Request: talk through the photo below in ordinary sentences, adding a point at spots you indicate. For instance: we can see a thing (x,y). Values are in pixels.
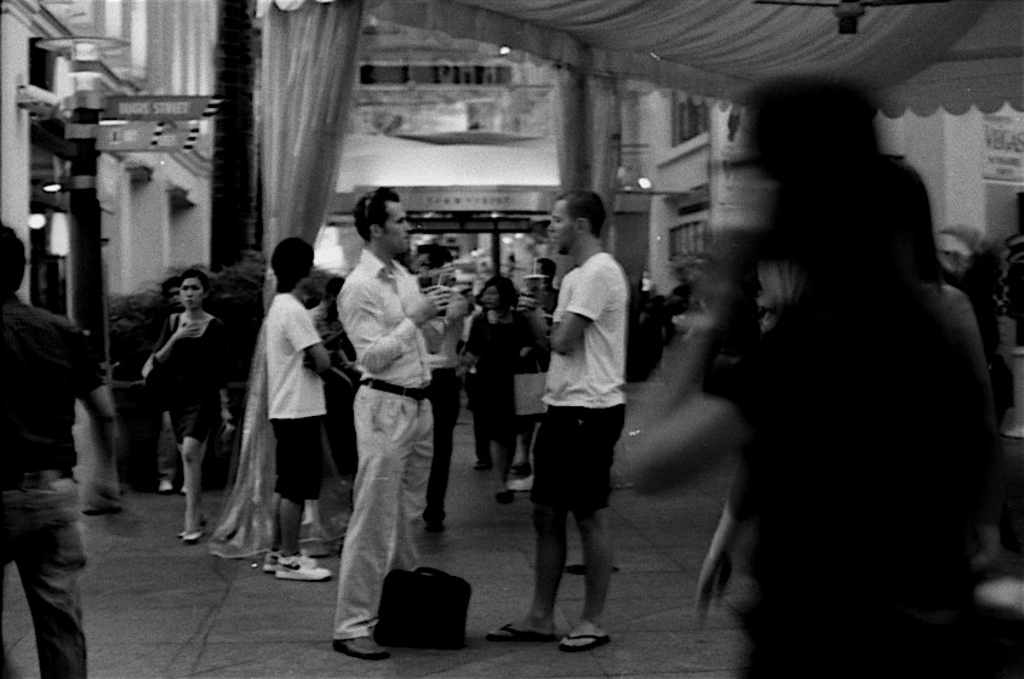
In this image we can see people (868,417). At the bottom (443,632) there is a bag (414,630) placed on the floor (482,650). In the background (318,252) there is a tent (290,43), building (500,141) and lights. On the left (117,147) there is a board (132,120).
